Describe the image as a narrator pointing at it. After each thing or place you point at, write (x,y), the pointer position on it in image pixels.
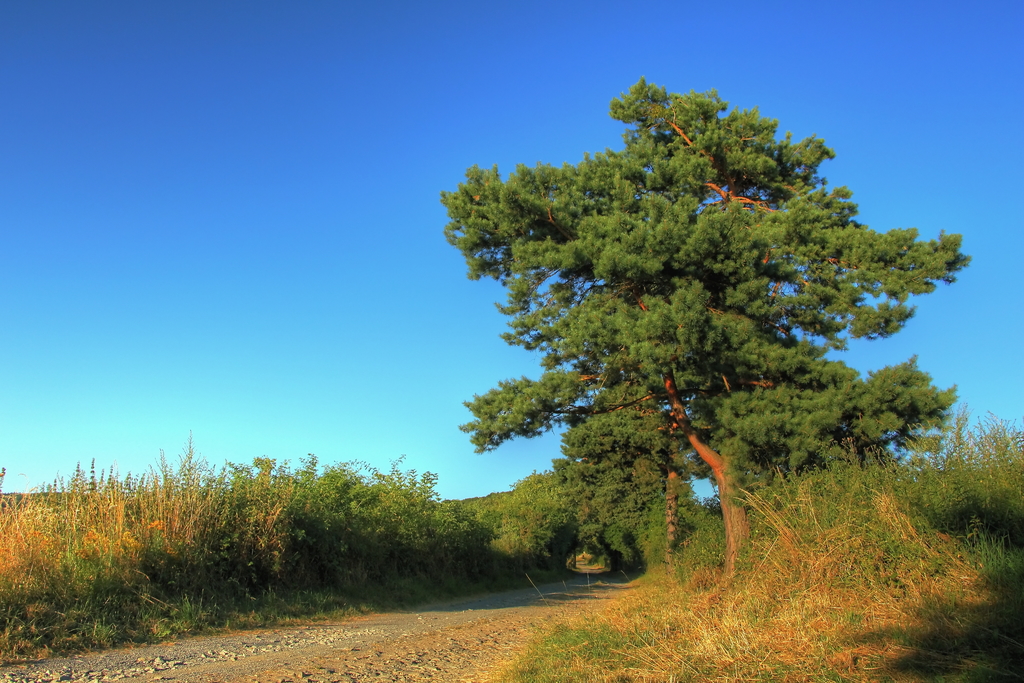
In this image there are trees (671,544) and plants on the land (629,633) having grass (671,657). Left bottom there is a road (369,626). Top of the image (270,182) there is sky (207,232).
